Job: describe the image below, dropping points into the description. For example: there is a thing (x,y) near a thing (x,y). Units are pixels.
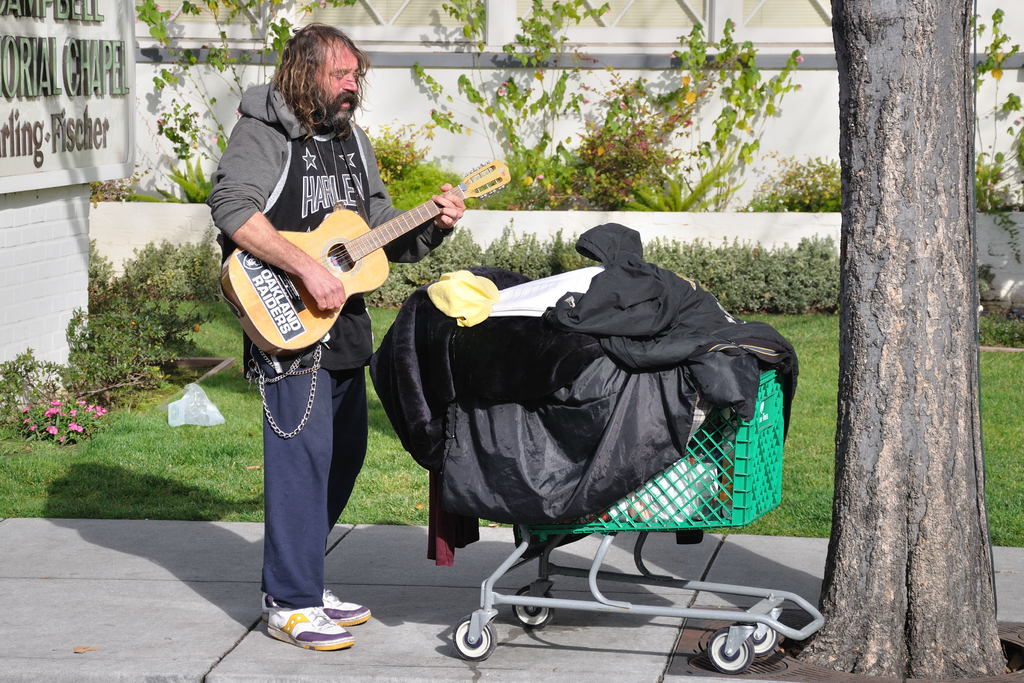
This person (326,90) is holding a guitar (304,240). In-front of this person (283,445) there is a cart (729,405), in this cart (729,405) there are clothes (709,353) and things (682,492). This are plants (786,278) and grass (801,332). A board (23,71) is attached to this wall (37,260).
